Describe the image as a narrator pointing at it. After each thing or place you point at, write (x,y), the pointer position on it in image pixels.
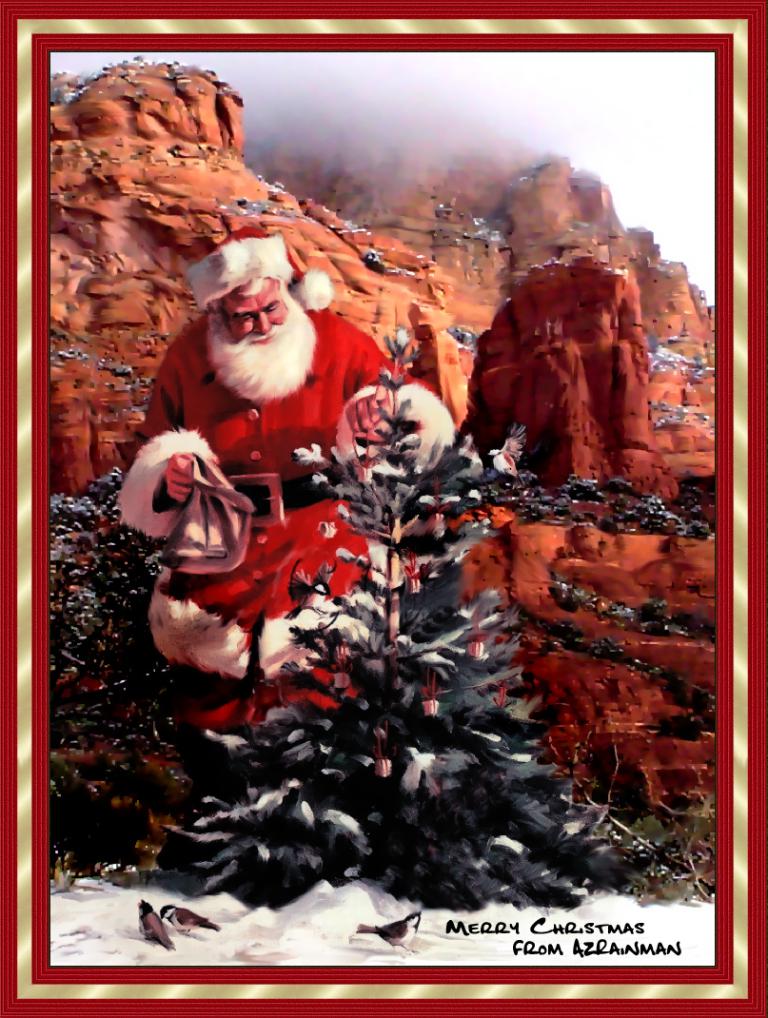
In the image there is a frame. On the frame (463,2) there is an image of Santa claus (334,365) and also there are trees (402,520). Behind the Santa claus (283,445) there are hills (242,203). At the bottom of the image (228,923) there is snow (290,923) with birds (166,917). And also there is a name (610,927) at the bottom right corner of the image (616,926).
